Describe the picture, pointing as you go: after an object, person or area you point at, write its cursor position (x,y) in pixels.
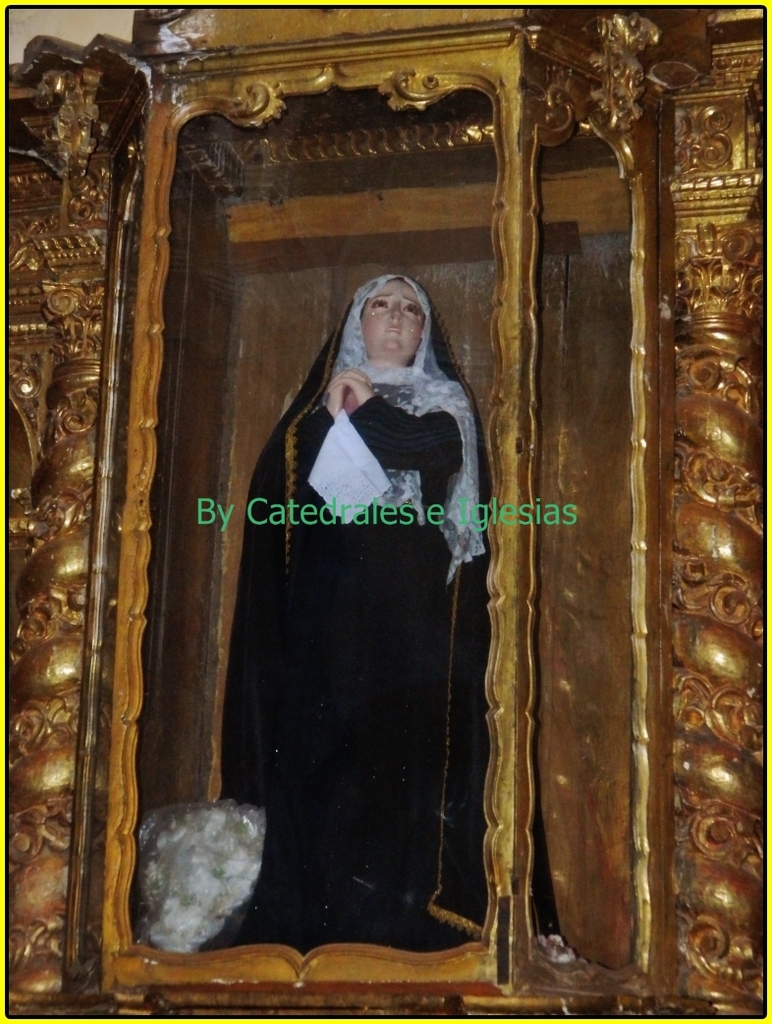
In this picture I can see a sculpture of a person (317,646) and an object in a glass box (646,683), and there is a watermark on the image.
